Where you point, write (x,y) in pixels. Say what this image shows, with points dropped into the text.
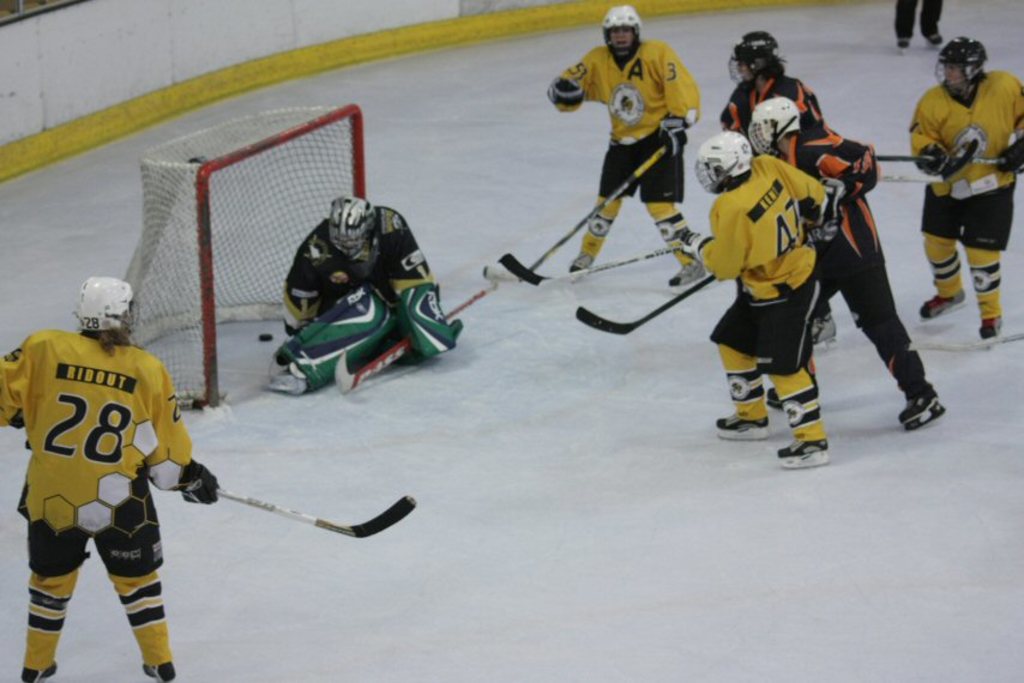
In this given image, We can see a couple of players (800,168), Who is playing a game including goalkeeper (400,275).
